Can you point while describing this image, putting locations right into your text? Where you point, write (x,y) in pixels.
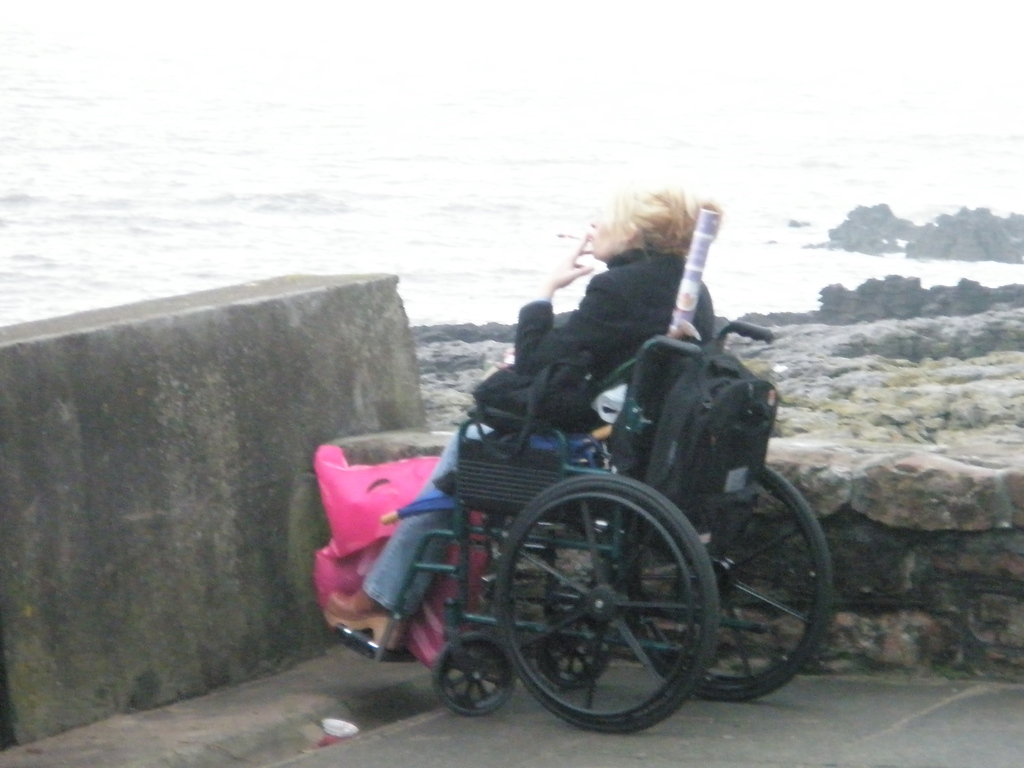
In this image, we can see a person (589,291) is sitting on a wheelchair (557,512). Here we can see a pink color cover (359,501) and wall (244,434). Background (199,218) we can see a water (430,213) and rocks (849,227).
